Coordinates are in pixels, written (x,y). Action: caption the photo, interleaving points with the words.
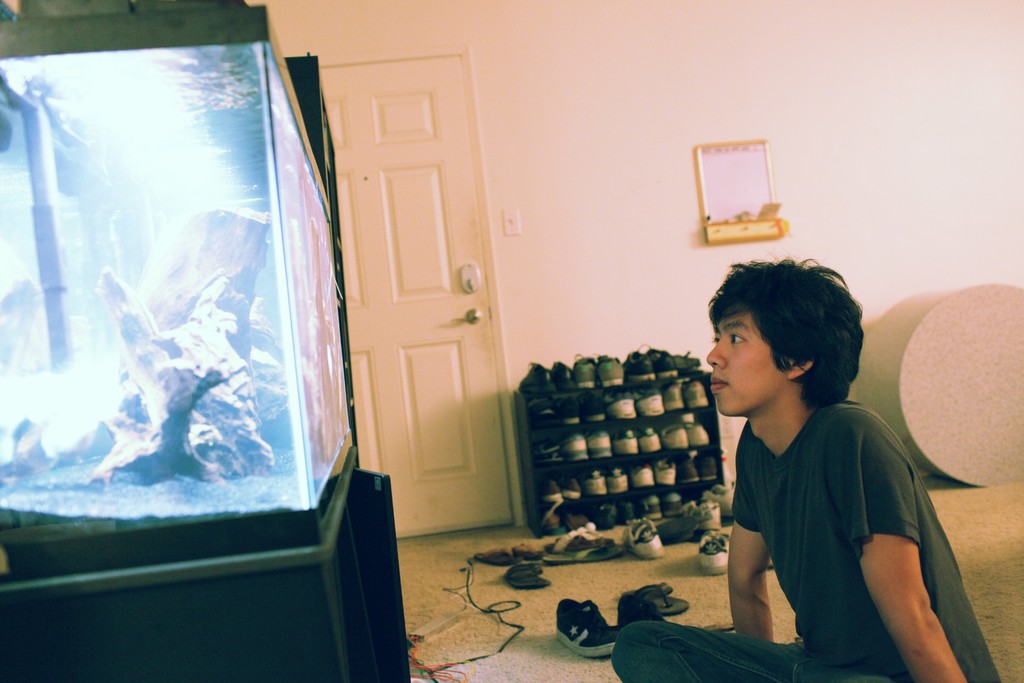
On the left side (110,449) there is an aquarium (150,418) on a platform (225,588). Near to that there is a person (765,606) sitting on the floor (552,619). In the back (613,103) there is a wall (646,85) and a door (393,236). Near to the wall (634,340) there is a shoe rack (548,427) with many shoes (624,438). On the floor (487,592) there are many shoes (630,552).
